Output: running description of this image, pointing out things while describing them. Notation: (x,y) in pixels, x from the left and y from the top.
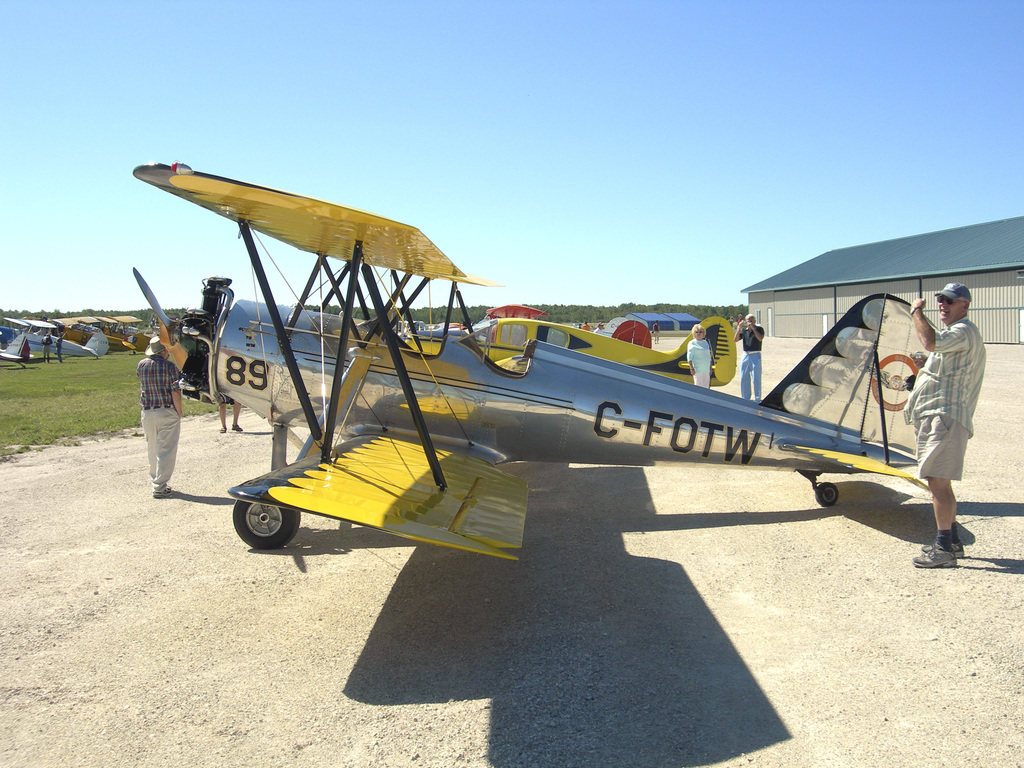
In this image we can see few persons (154,383) are standing and walking on the ground (90,648) at the planes (184,363) which are also on the ground (205,484). In the background (55,342) we can see few persons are standing at the planes (136,348), trees (742,305), house (861,280), roof (916,277) and sky (77,148).
